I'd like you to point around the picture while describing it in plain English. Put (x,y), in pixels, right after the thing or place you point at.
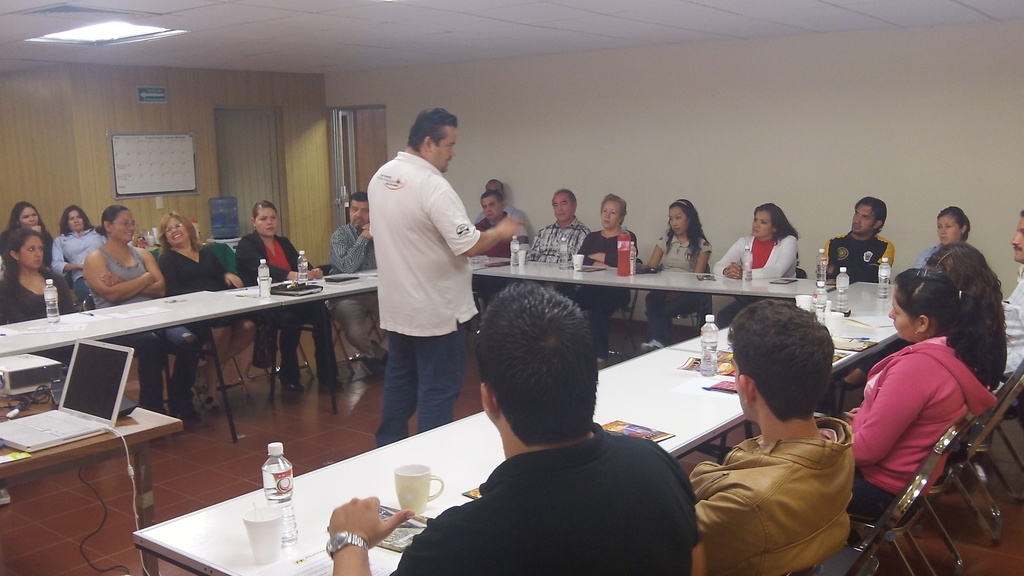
This room (708,310) consists of tables (210,320) and people (184,383) sitting around the tables (357,284) on chairs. On tables (268,573) there are water bottles (286,524), cups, papers (695,366), books (638,427), files (292,292). The person (418,269) is standing in the middle (407,322). There is a door (369,116) on the middle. There is a whiteboard (118,168) on the left side (153,174). In the bottom left corner (121,386) there is laptop (93,406), wire (127,459).
